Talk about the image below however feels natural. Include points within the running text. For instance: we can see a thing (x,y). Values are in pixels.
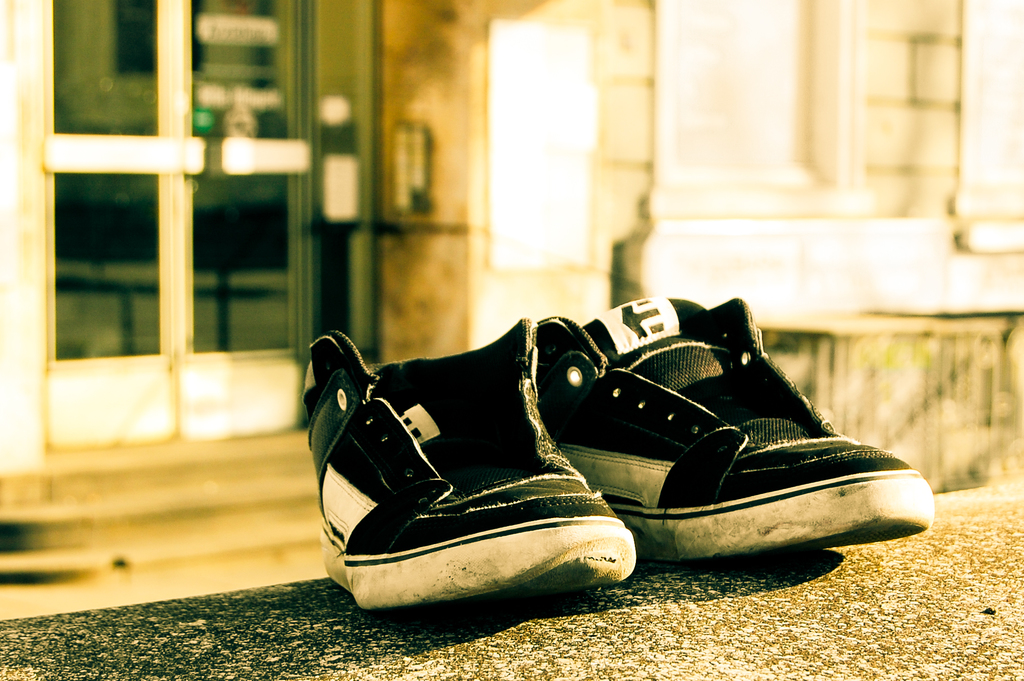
There are shoes (622,469) in black color in the middle of an image (673,418). On the left side (94,116) there are glass doors (173,287) and this is the wall (576,233) in this image.
